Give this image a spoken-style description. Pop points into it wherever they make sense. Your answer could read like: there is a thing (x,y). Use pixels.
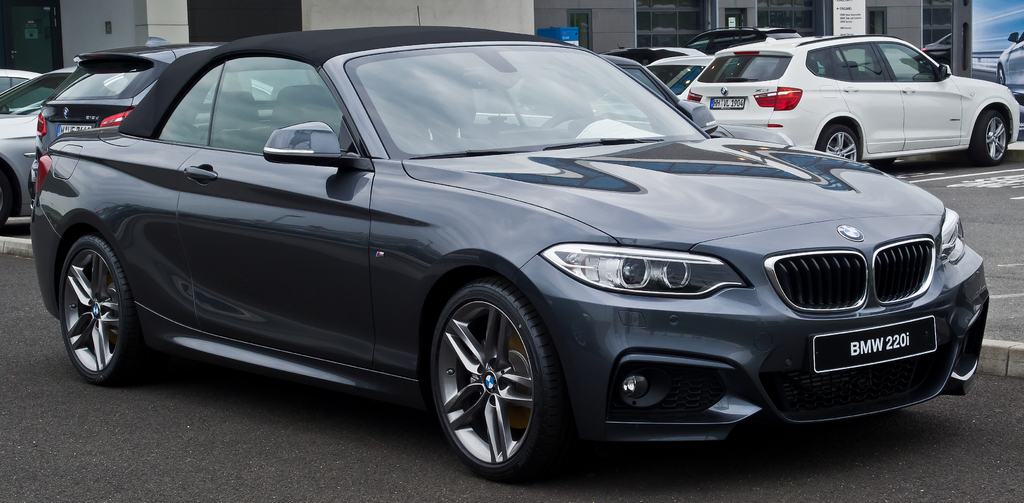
This is an outside view. Here I can see many cars (537,80) on the road (198,455). In the background (327,25) there is a building (434,5).
